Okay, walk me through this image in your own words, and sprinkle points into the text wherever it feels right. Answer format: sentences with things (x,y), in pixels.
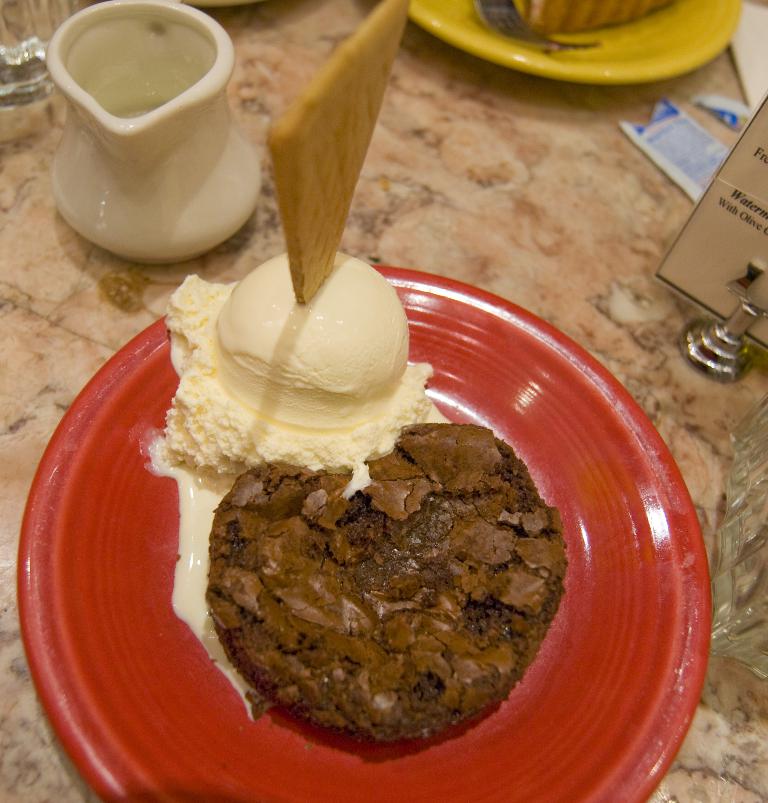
This image consists of ice-cream (174,341) and a cake (464,596) kept on a plate (648,697). On the left (158,163), there is a cup (165,260). The plate (682,595) is in red color. At the bottom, there is a table (472,245). On the right (710,275), we can see a small board (718,268).
